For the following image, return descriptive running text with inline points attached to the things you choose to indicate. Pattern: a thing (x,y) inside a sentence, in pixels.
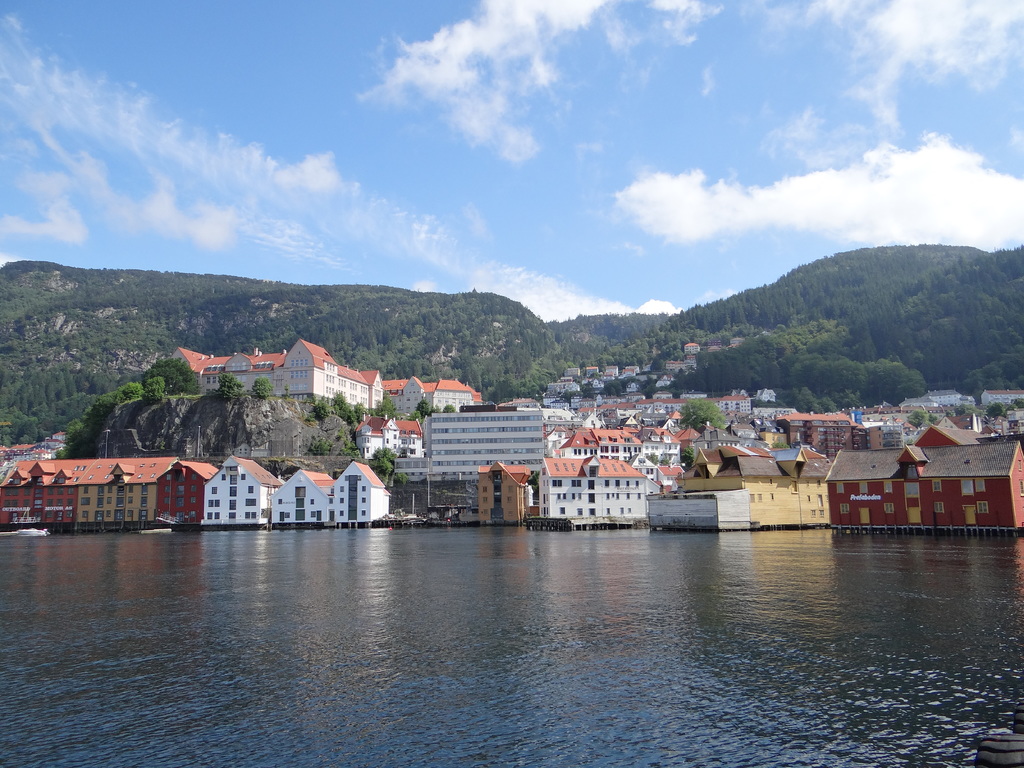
This picture is clicked outside. In the foreground (244,650) we can see a water body (725,615). In the center (618,459) we can see the houses (115,470), buildings (656,398), trees (712,404) and rocks (220,432). In the background (167,169) we can see the sky (467,165) with the clouds (1015,187) and we can see the hills (666,330) and the trees (759,322). In the left corner (35,534) there is an object (36,534) which seems to be the boat (24,531) in the water body (61,558).
